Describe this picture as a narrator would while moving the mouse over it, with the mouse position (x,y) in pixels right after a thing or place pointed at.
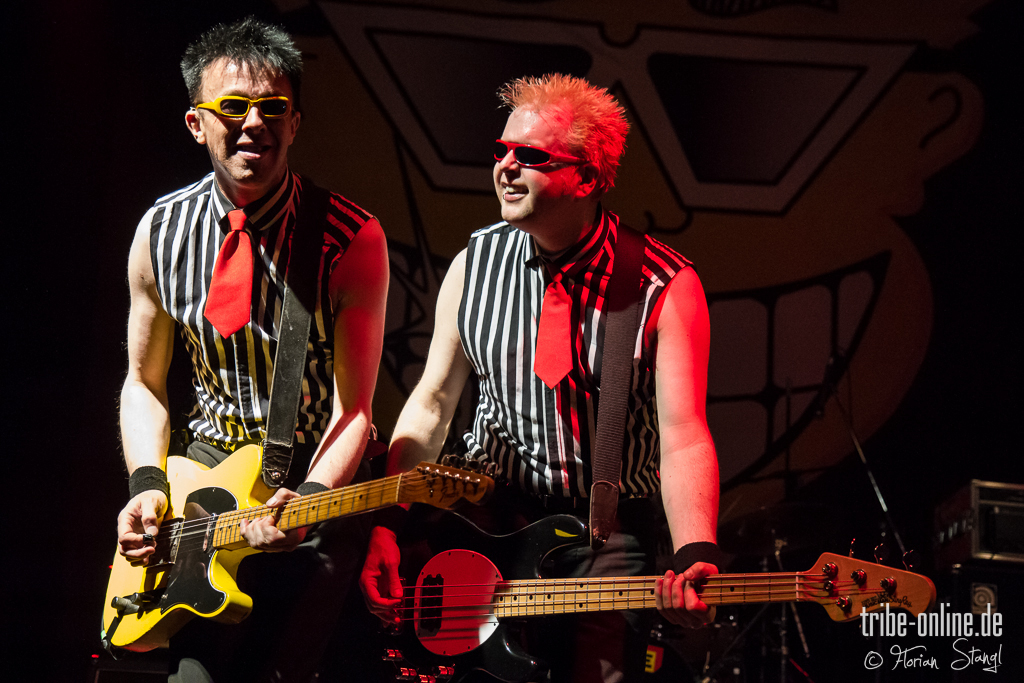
In this picture we can see two persons (394,430) playing guitar (577,577). Both are having spectacles (502,146).
